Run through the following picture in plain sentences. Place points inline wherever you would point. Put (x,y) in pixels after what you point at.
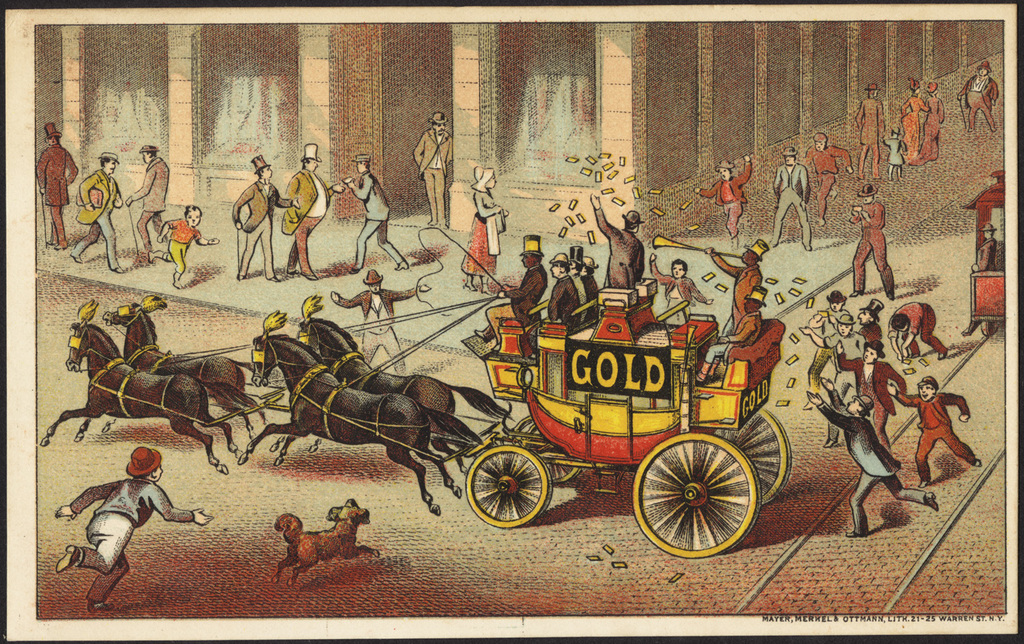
In this image there is a cartoon (953,103), in that there is a horse cart (504,428) in that people (578,283) are sitting in the background (859,370) people (840,382) are running, beside the cart (686,368) there is a footpath (308,281), on that footpath (841,176) people (301,247) are walking and there is a building (670,46), near the cart (719,416) there is dog (337,533) and man (112,531) running.
